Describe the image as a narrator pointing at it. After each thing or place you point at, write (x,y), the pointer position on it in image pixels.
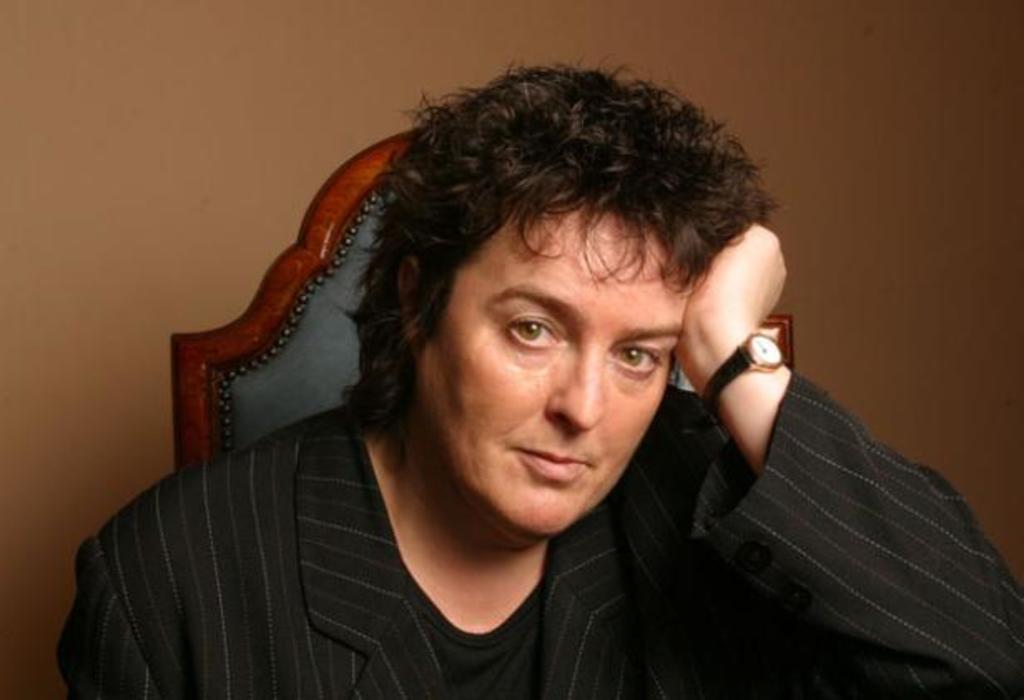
In this picture we can see a person (318,562) in the black blazer (386,581) and behind the person (369,558) it is looking like a chair (251,351). Behind the chair (241,355) there is a wall (207,213).
